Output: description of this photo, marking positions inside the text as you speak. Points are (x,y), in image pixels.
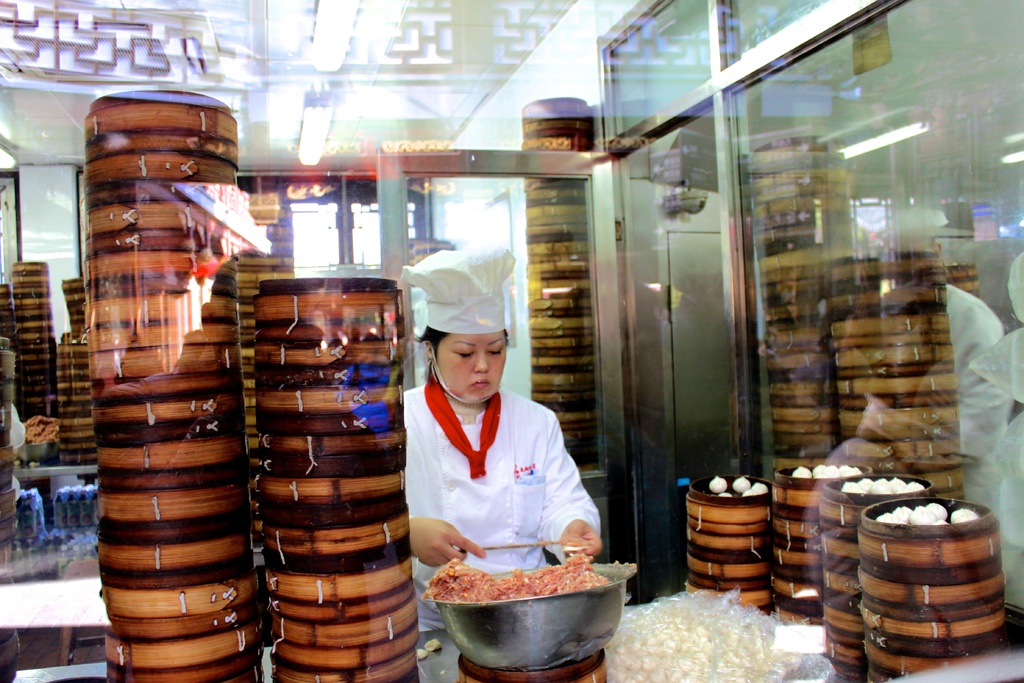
This image is taken indoors. At the top of the image (381,27) there is a roof (539,25). In the background (41,220) there are a few walls (39,200) with windows (313,219) and glass doors (504,249). There are many wooden objects (550,238) on the tables (51,471). There are a few lights (331,21). On the left side of the image (31,499) there are a few objects (62,445). On the right side of the image (829,477) there are many wooden boxes (885,507) with momos (856,485). In the middle of the image (350,359) there are many wooden objects (322,446) on the table (436,665). There are a few food items (635,644). There is a food item (518,576) in the bowl (495,605). A woman (474,430) is standing and she is holding a chopstick (505,547) in her hand (585,540).
